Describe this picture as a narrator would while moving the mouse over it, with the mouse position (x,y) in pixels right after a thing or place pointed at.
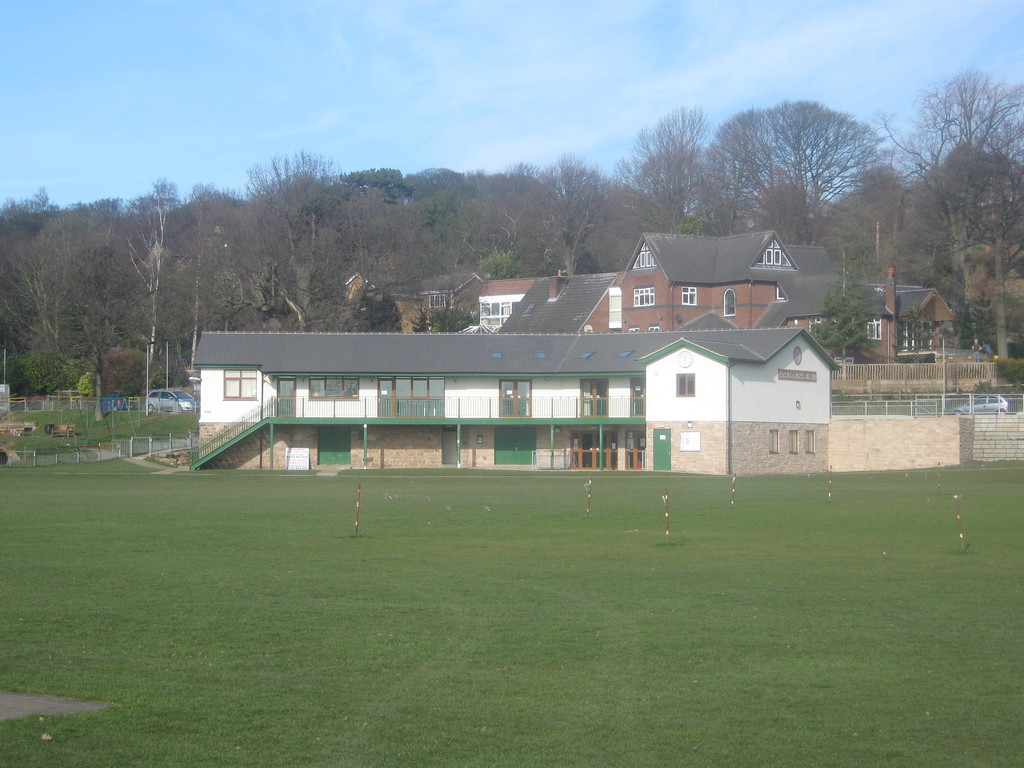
In this image I can see some grass (578,670) on the ground (578,670), few poles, few buildings (713,459), the railing (85,447), few vehicles (1012,404) and few trees (297,229). In the background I can see the sky (578,73).
